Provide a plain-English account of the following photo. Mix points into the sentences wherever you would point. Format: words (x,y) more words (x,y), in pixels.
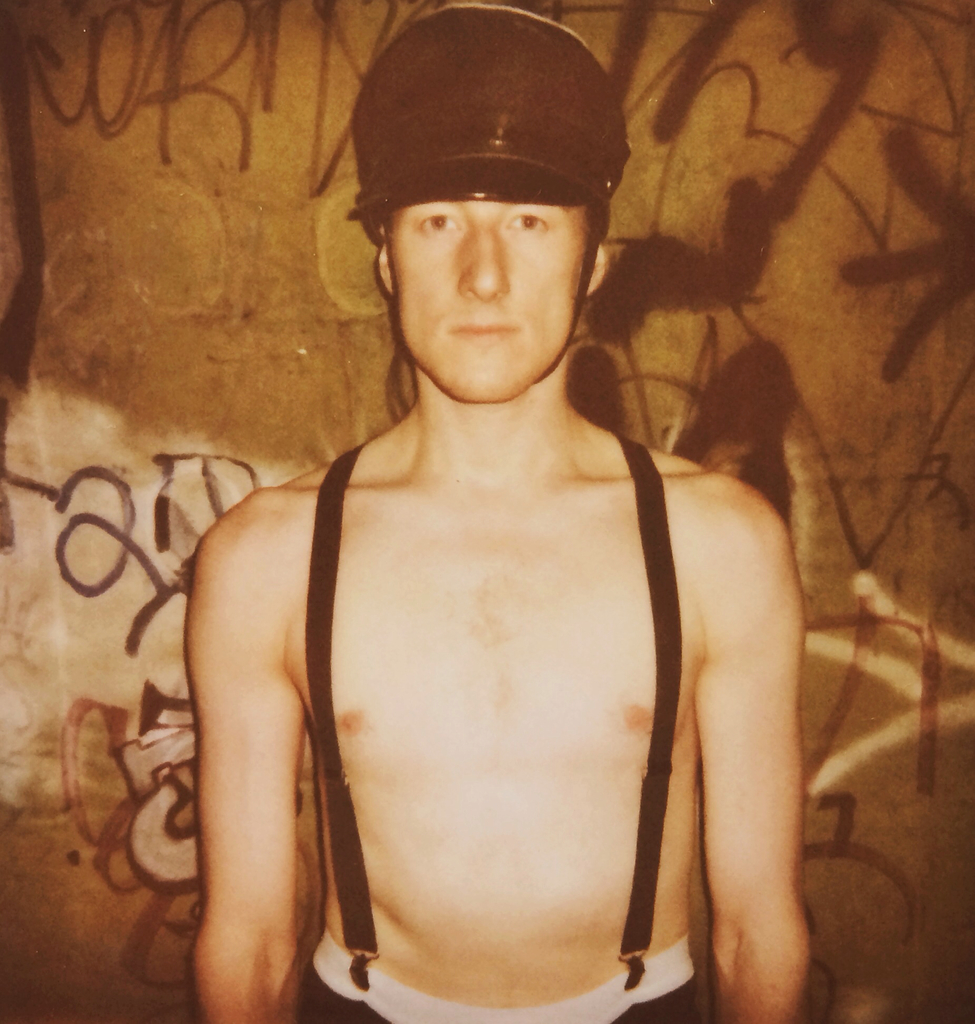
In this image, we can see a person (431,173) wearing a cap (520,117) is standing. In the background (845,215), we can see the wall (739,437) with some text (810,139).
